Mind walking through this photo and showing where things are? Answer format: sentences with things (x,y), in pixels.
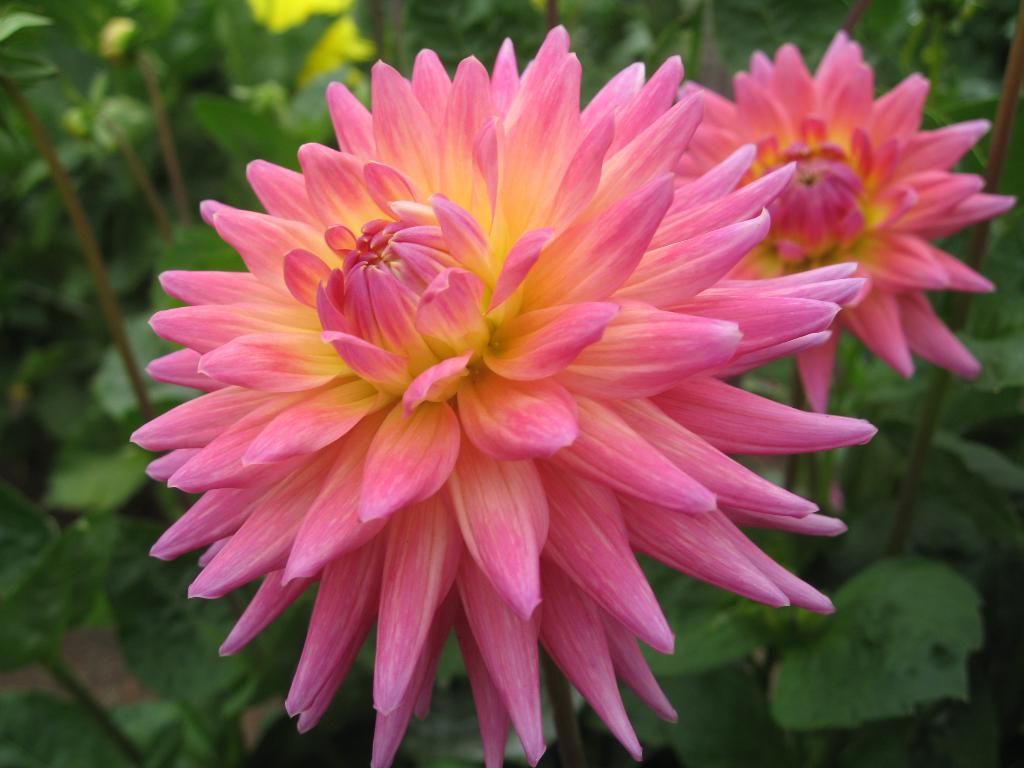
In this image I can see a flower (472,308) which is pink and yellow in color and in the background (864,132) I can see two other flowers (866,134) which are pink and yellow in color and yellow in color and I can see few plants (204,106).
